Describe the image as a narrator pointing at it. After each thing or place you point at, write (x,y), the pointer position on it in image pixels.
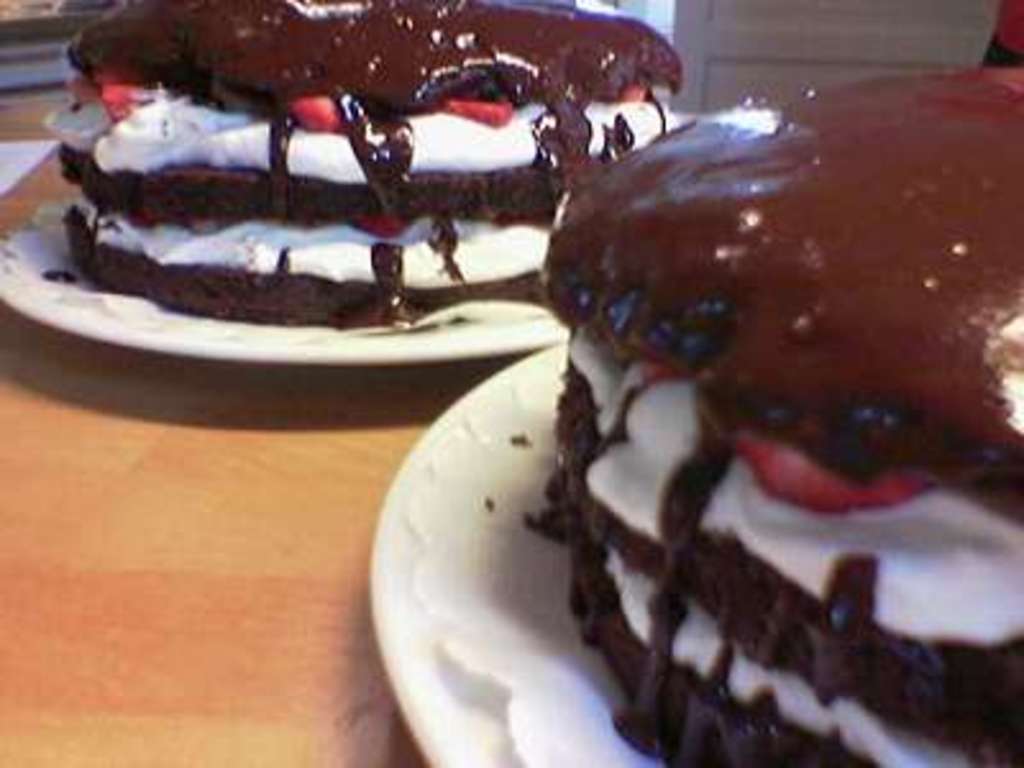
In this picture we can see a table (107,525). On the table (118,452) we can see the plate (482,746) which contains cakes (386,298).
